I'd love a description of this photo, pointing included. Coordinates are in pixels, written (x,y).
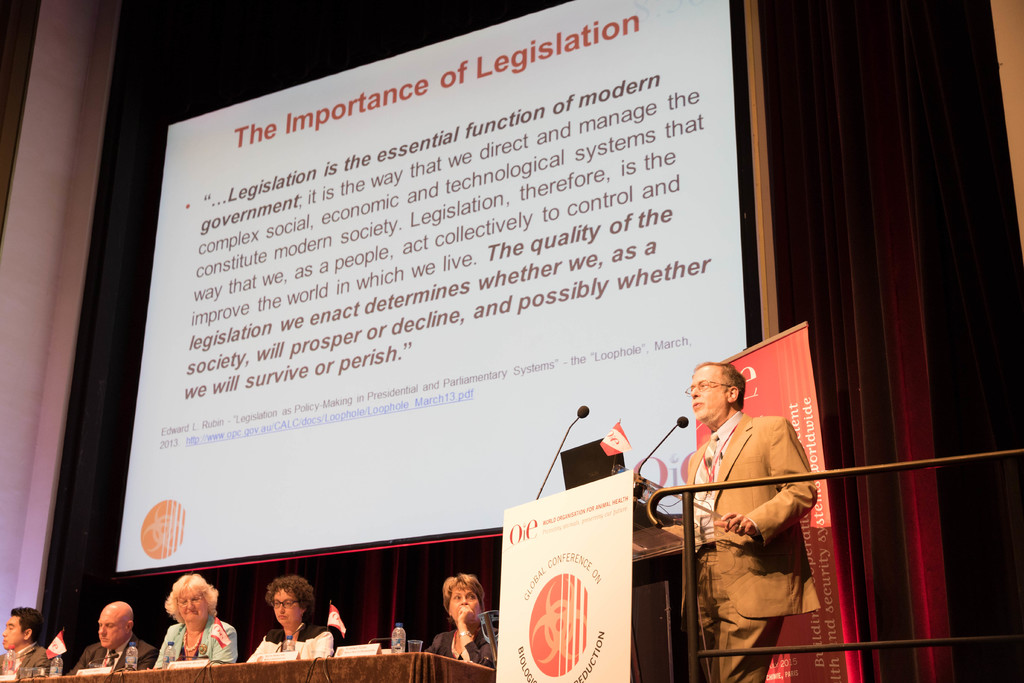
In this image, I can see a man (729,622) standing. In front of the man (727,638), there is a podium (638,515) with the mikes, laptop (574,463), flag (612,447) and a board (624,633) attached to it. At the bottom of the image (353,658), There are five people (132,617) sitting and a table (237,665) with flags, name boards (194,663) and water bottles (399,646) on it. Behind these people (198,602), this is a screen (421,78). On the right side of the image (813,537), I can see a banner (809,559), which is behind the man (765,516).
